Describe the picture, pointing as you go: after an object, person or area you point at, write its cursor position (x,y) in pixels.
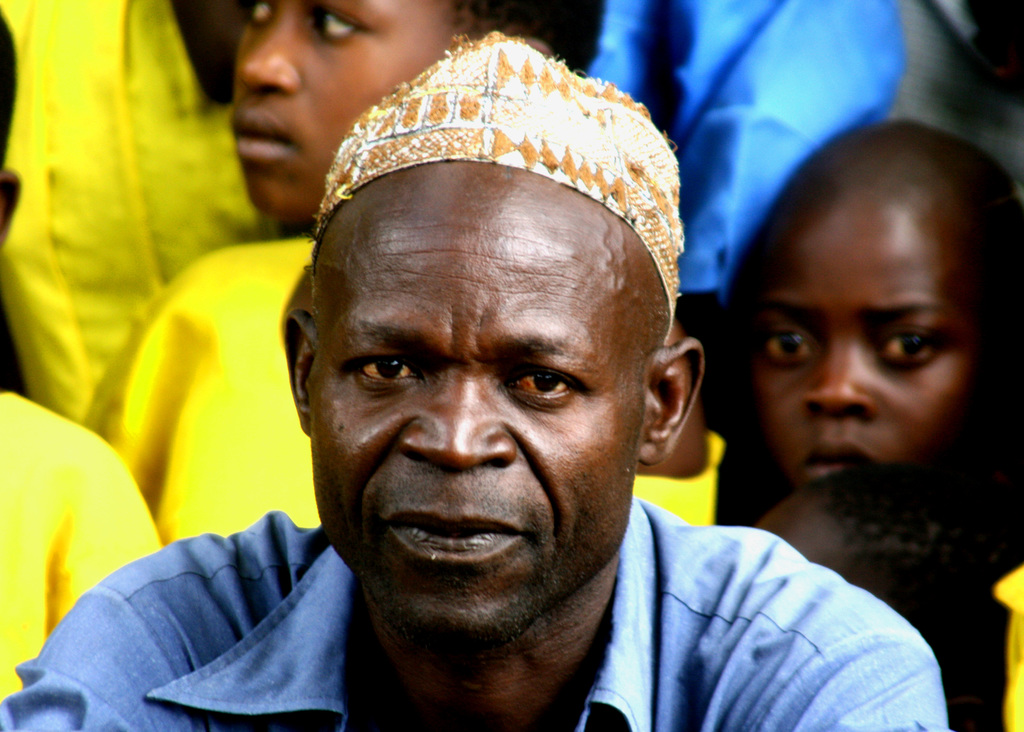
Here I can see a man (583,619) wearing a blue color shirt (784,642), cap (652,199) on the head (488,199) and looking at the picture. At the back of him, I can see some more people (32,513) wearing yellow and blue color dresses (710,99).
